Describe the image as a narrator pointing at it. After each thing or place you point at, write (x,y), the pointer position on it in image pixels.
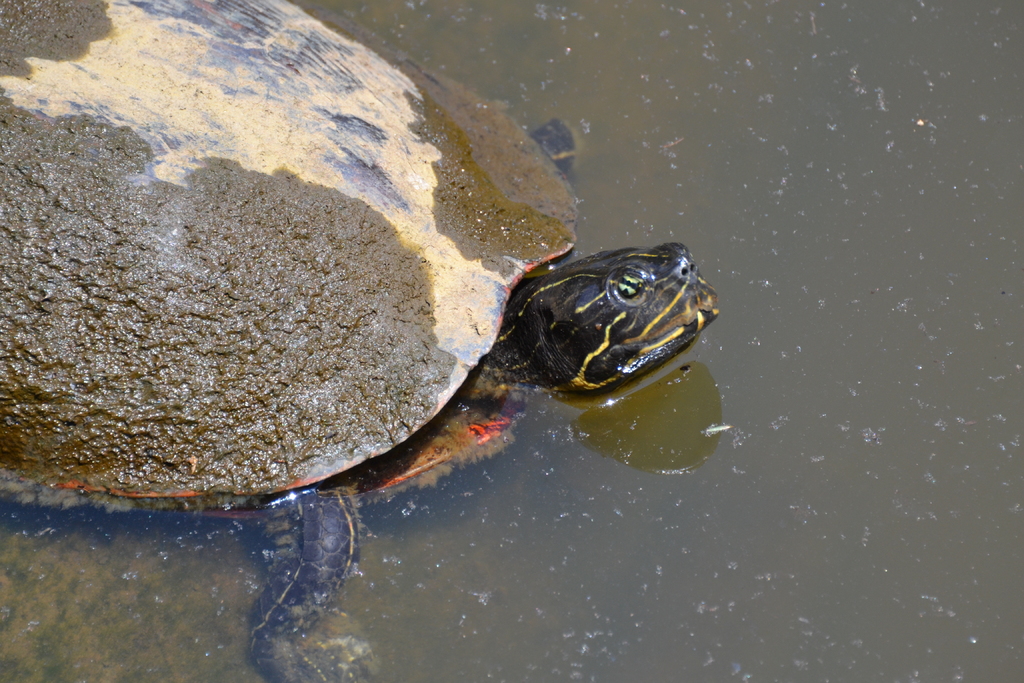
In this picture we can see a tortoise (607,323) in the water (795,279).
